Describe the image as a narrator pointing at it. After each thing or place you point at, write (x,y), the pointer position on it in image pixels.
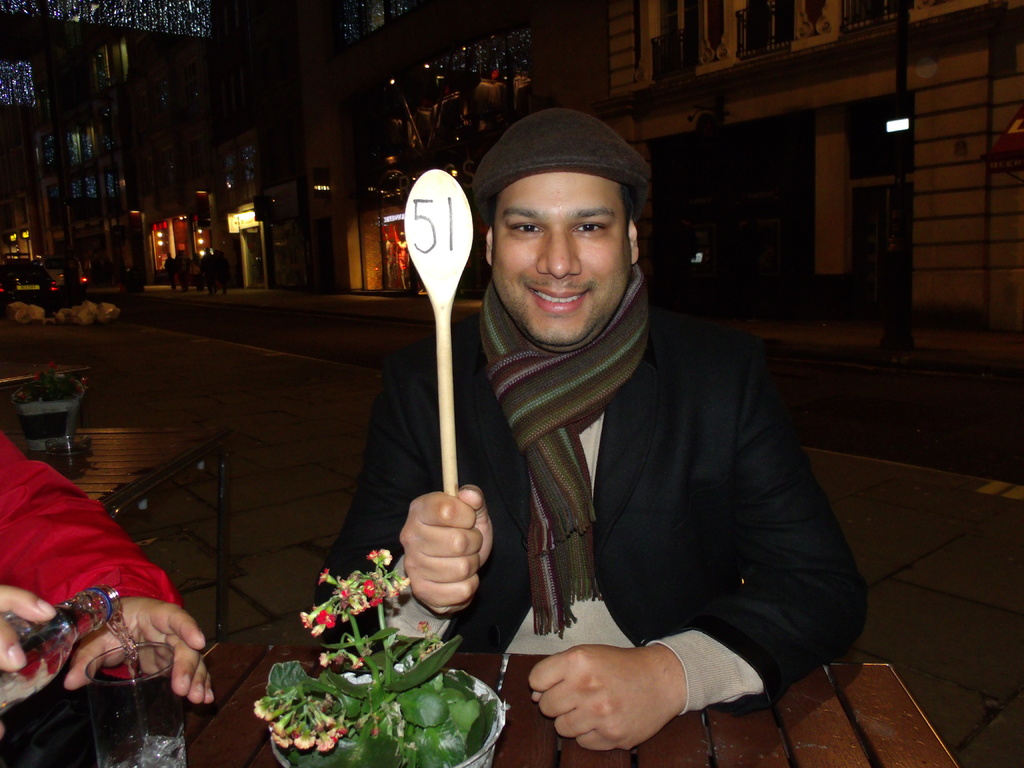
In this image I can see two people (426,457) sitting in-front of the table (496,675). These people (58,522) are wearing the red, cream and black color dresses (71,500). One person (476,373) is holding the spoon (452,408) and another one (16,668) is holding the glass (104,682) and bottle (66,652). There is a flower pot (460,715) on the brown color table (509,693). In the back (221,289) I can see few more people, building (166,105) and the lights (4,85).
